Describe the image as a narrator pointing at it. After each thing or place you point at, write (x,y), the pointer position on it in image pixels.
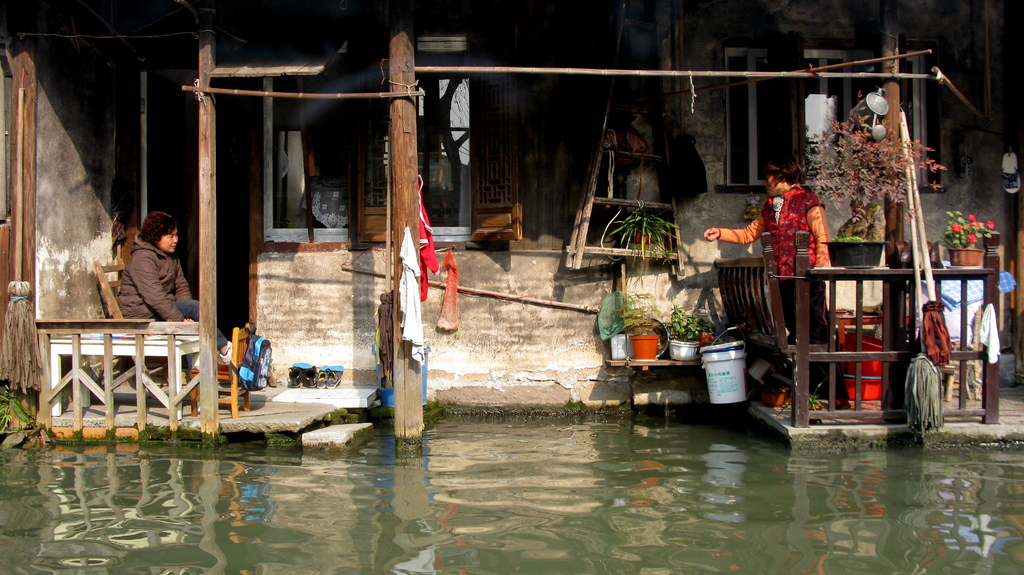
In this image we can see the house (550,179) with windows (486,170), fence (861,297), two persons (791,231), chairs (236,352), footwear (309,364), bucket (726,369), flower pots (678,358), clothes (410,282) and also floor brooms (20,370). We can also see the water (398,466) at the bottom (632,459). Wall (98,168) is also visible in this image.
